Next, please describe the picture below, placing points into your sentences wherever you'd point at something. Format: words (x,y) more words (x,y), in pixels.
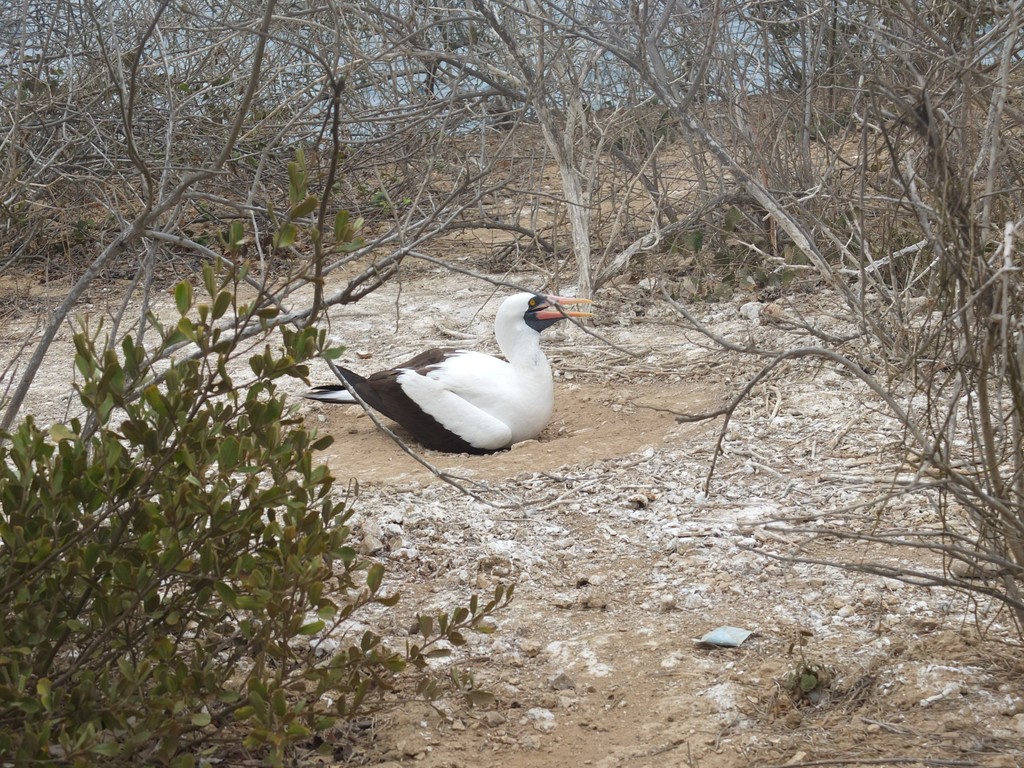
This picture shows a bird (493,445). It is white and black in color and we see trees (693,146) and a plant (267,589).
